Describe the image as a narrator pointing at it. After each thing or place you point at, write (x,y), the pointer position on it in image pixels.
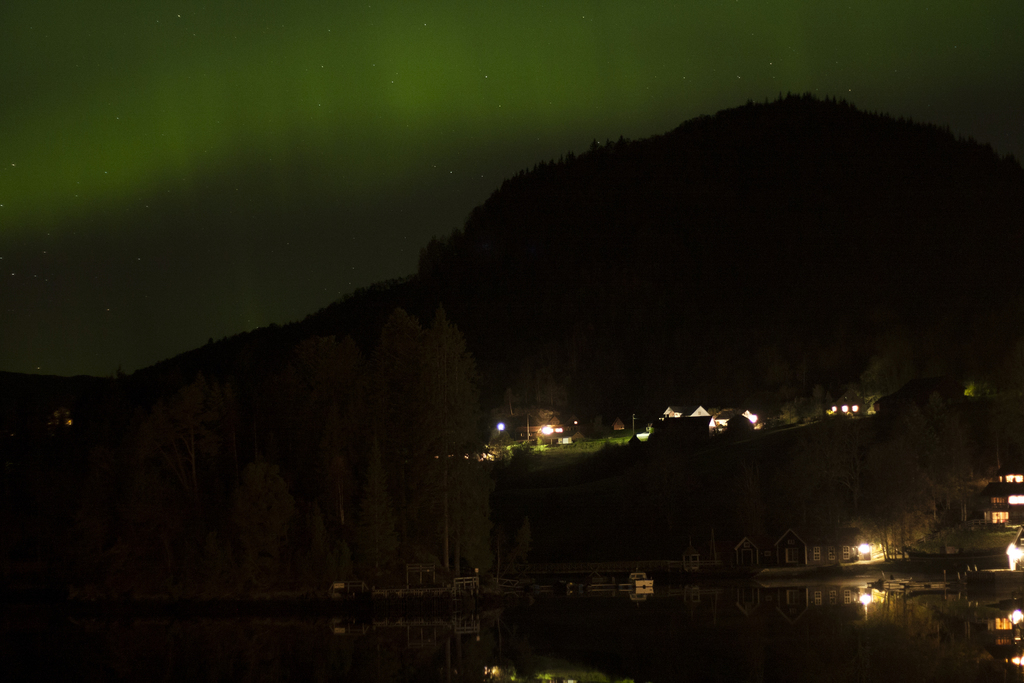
In front of the image there is a lake (518,626), behind the lake (449,620) there are trees (427,527), houses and mountains (374,293), at the top of the image (310,111) there are stars (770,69) in the sky (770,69).
